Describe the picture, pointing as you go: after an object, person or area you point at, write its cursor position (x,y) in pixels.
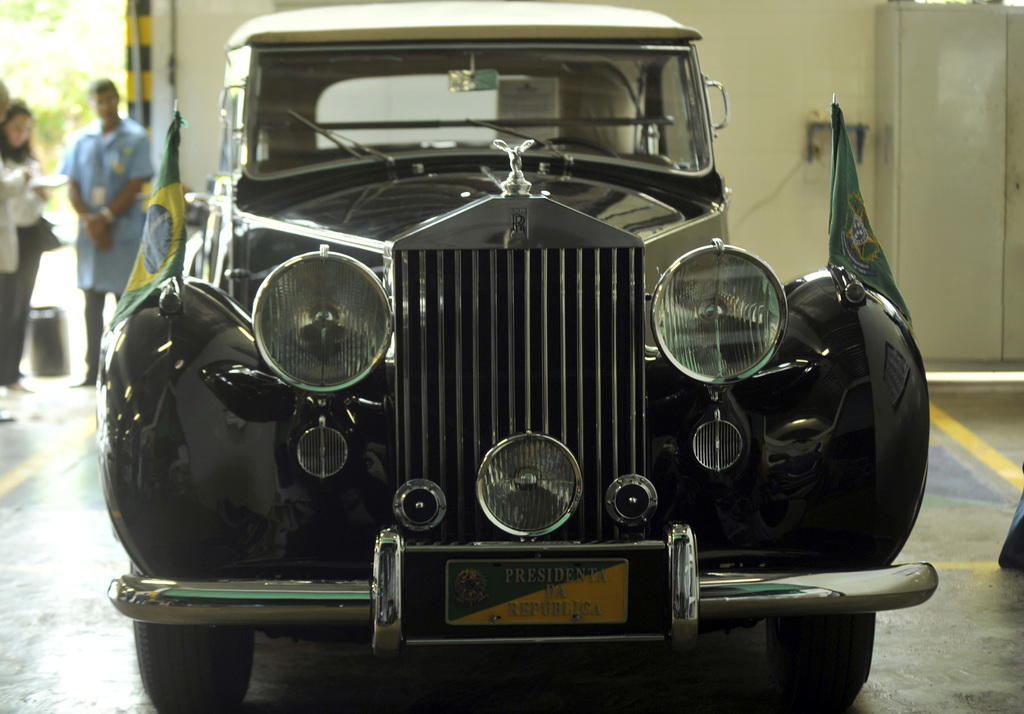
In the foreground of this image (239,374), there is a vehicle (672,529) on the floor (79,667). In the background (125,162) on the left (81,190), there are two people (6,193) standing and it seems like a wall (841,32) in the background (825,32).
